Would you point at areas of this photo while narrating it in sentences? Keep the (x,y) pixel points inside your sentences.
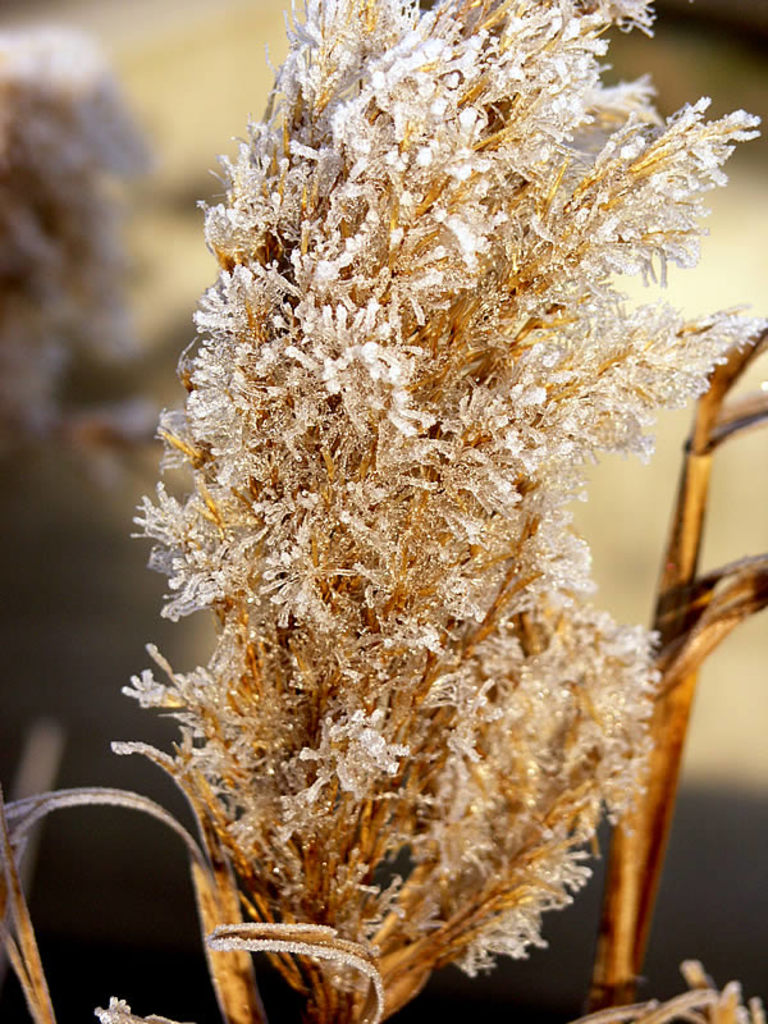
There is a bunch of white and golden color dry flowers (345,615). In the background (75,320) it is blurred.
